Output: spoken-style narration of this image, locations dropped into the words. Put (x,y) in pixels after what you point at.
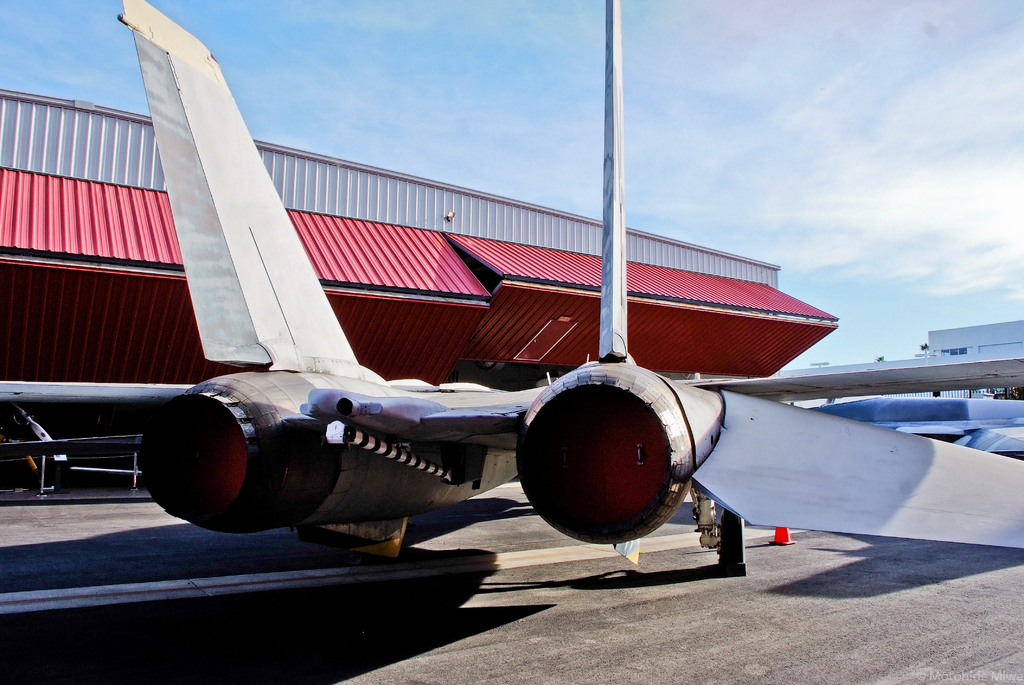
This image consists of planes (535,469) in the front (367,474). At the bottom (453,642), there is a road (382,612). To the left (162,261), there is a shed (97,273). At the top (845,98), there are clouds (812,149) in the sky (799,157).
